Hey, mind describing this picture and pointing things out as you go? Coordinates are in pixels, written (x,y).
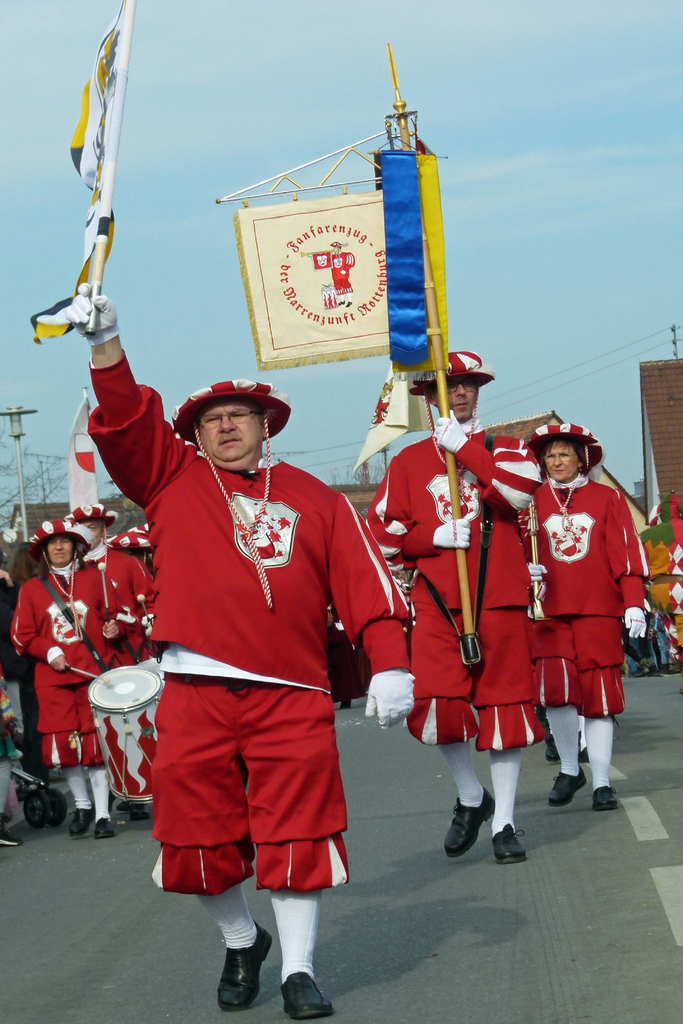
As we can see in the image there are group of people (324,627) wearing red color dresses (438,656) and in the background (353,497) there are buildings (678,424). The man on the left side (111,696) is playing drums (116,731). There is flag (111,223), banner (289,249) and at the top (219,137) there is sky (291,161).
